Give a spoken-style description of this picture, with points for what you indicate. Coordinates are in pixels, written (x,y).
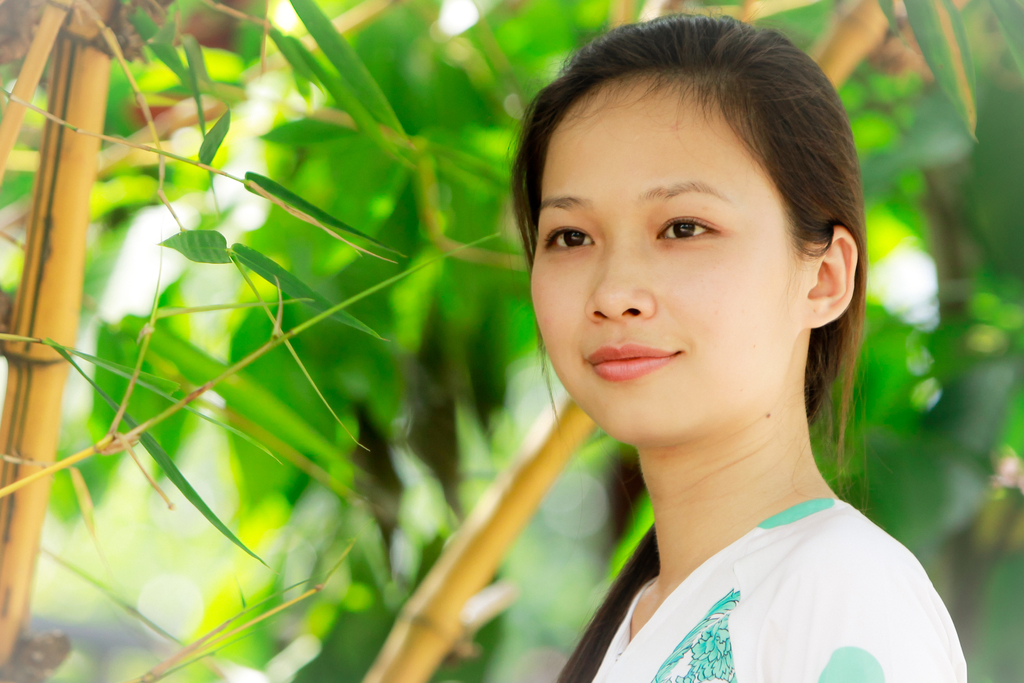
In this image there is a lady (660,304) in the right (690,435). In the background (324,241) there are trees (319,283). The background (314,459) is blurry.
